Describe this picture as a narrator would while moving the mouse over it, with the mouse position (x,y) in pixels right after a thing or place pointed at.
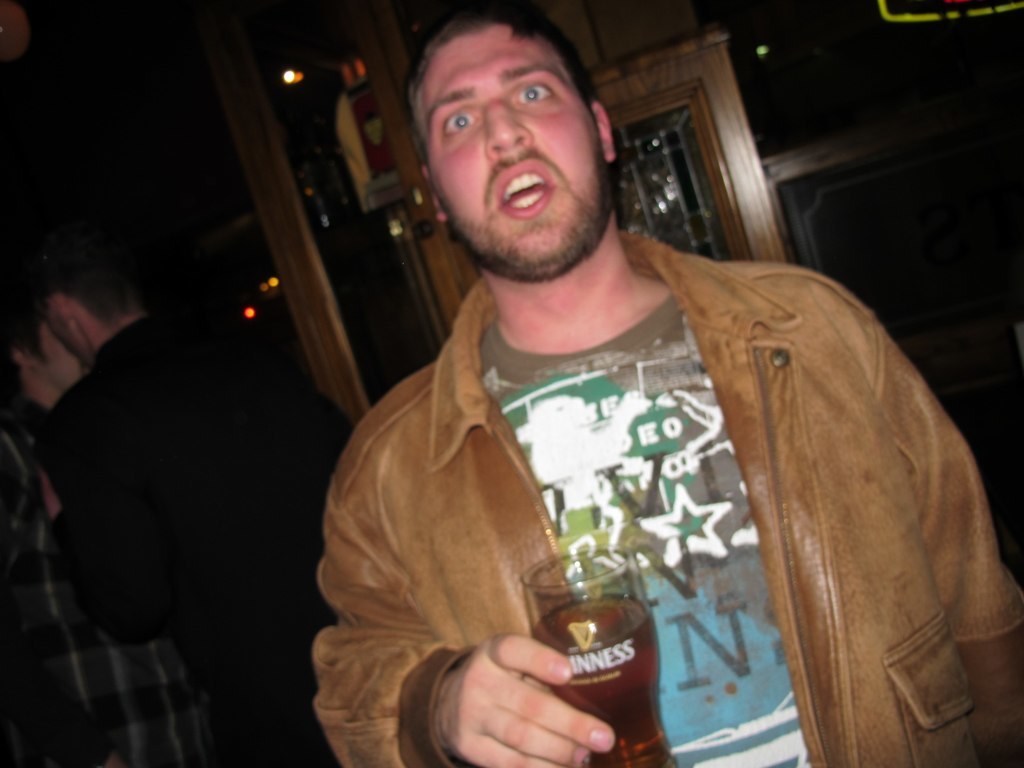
In the image in the center (661,429) we can see one person (591,430) standing and he is holding beer glass (567,684). In the background (378,60) there is a wooden wall (900,164), lights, two persons (7,482) were standing and few other objects (356,163).
